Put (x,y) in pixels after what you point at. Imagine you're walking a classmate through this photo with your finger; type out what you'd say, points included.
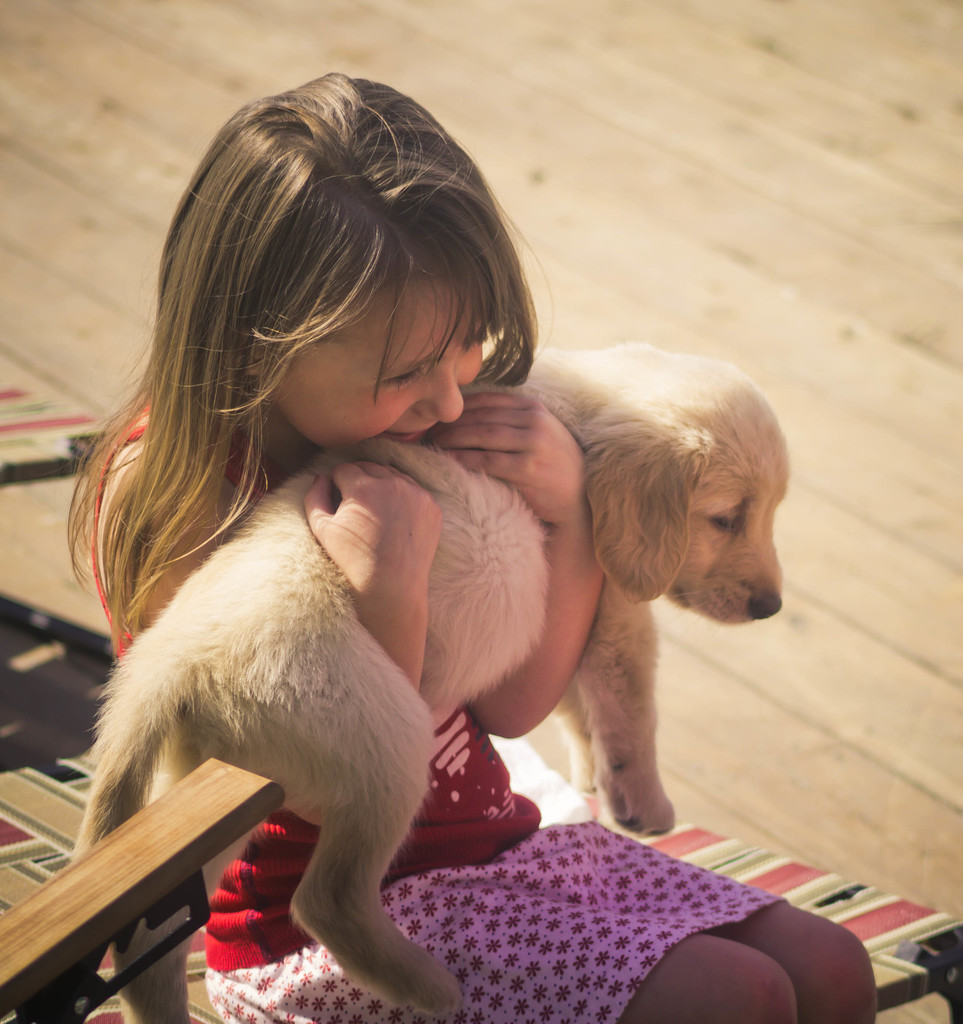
In this image I see a girl (355,526) who is holding a dog (352,637).
